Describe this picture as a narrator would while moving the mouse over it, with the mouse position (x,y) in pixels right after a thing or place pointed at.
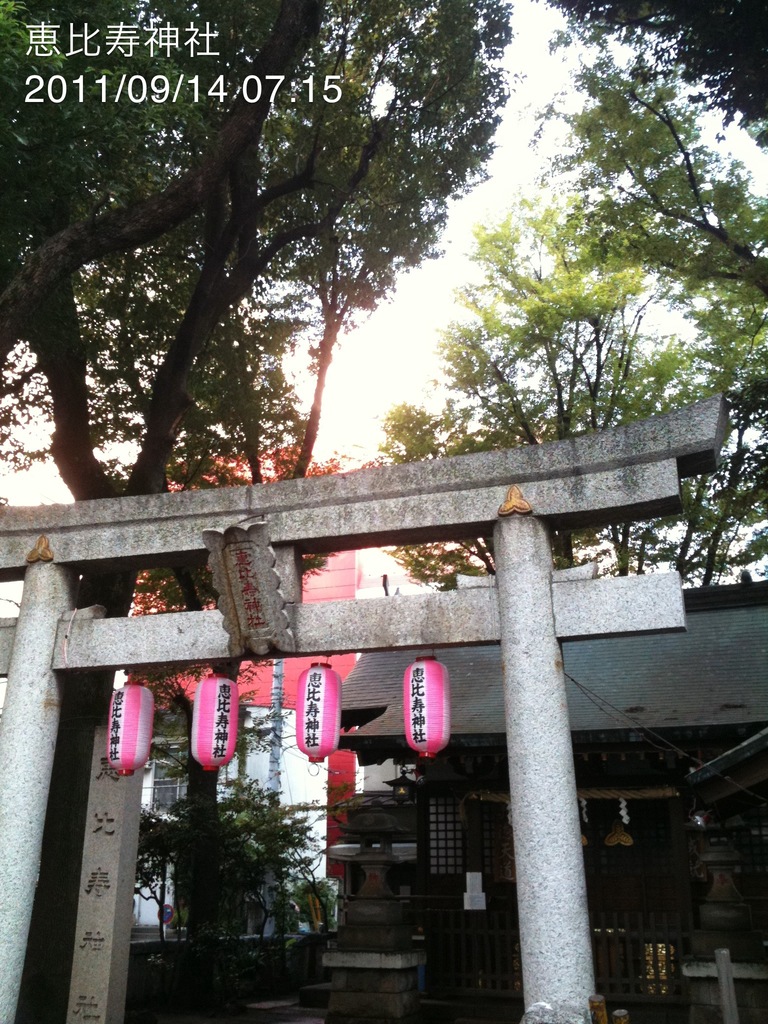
In this image there is the sky (516,116), there are trees (355,253), there is text (130,42) towards the top of the image (119,37), there are numbers (310,93) towards the top of the image (322,96), there are buildings (384,722), there is a wooden fence (493,949), there are pillars (511,718), there are objects (325,682) hangs, there is text (101,776) on the pillar (106,834).
